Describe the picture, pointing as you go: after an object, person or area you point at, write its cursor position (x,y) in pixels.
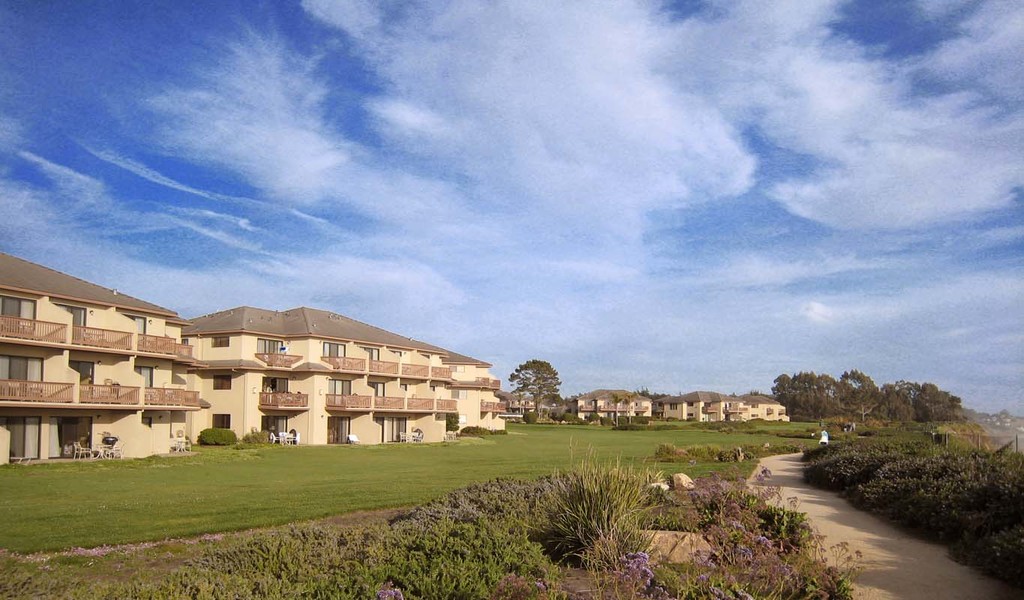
In this image, I can see the buildings (134,403), trees (845,408) and bushes (551,507). At the bottom of the image (861,554), there is the pathway (843,536) and the grass (389,479). In the background (346,194), I can see the sky (799,217).
